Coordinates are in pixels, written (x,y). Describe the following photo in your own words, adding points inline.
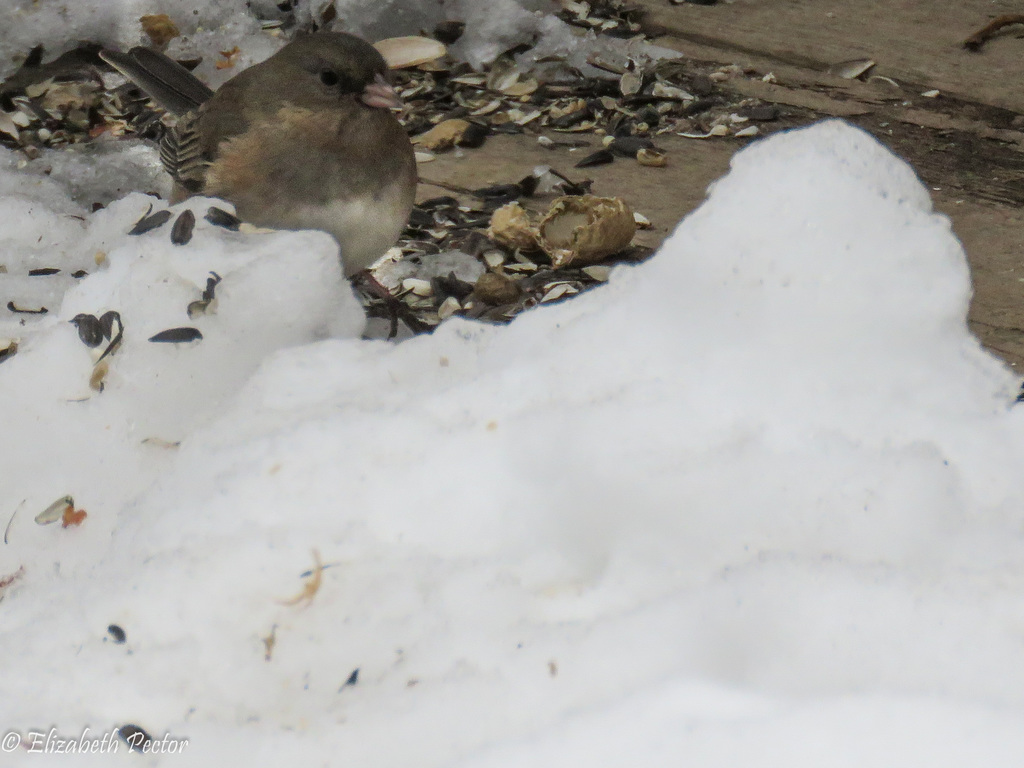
In this image I can see the snow (620,284), the ground (523,176), few objects (537,273) on the ground (505,174) and a bird (360,109) which is grey, black and cream in color.
